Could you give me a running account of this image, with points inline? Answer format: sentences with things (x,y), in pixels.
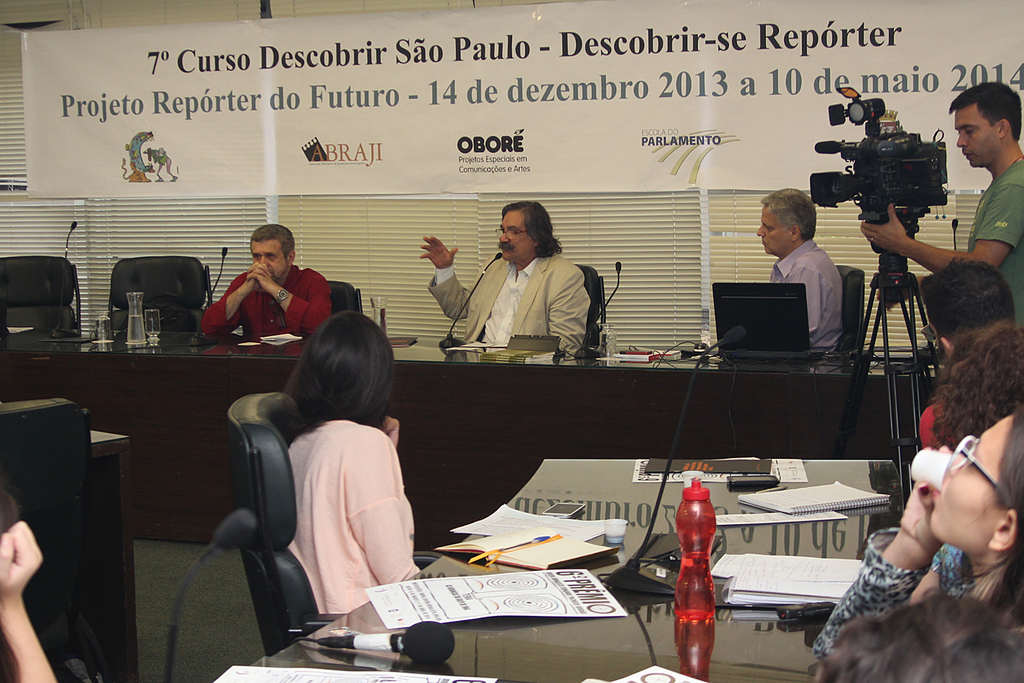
In the center of the image (499,278) we can see persons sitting at the table (158,393). On the table (727,399) we can see mics (52,335), glass tumblers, laptops (721,336). At the bottom of the image (759,682) we can see persons (973,666), chairs (46,465), table (665,617), water bottle (706,534), books (810,498) and mic (408,650). In the background (813,156) we can see cameraman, curtains (620,224), windows (509,201) and banner (490,70).
